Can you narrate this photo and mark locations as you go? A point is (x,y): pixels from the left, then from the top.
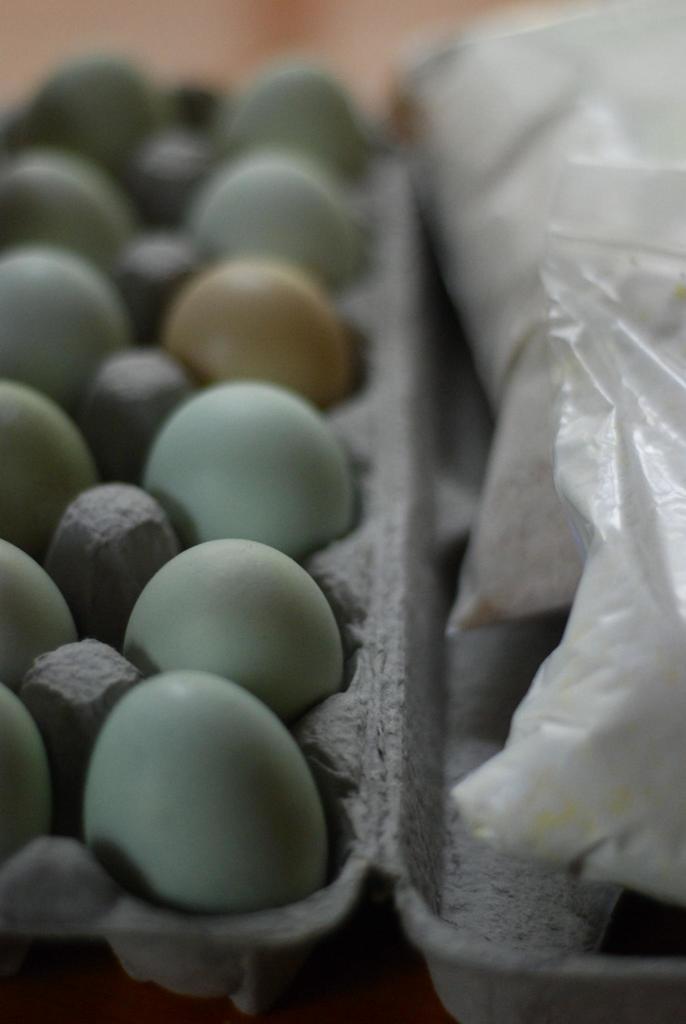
In this cardboard (561,911) there are eggs (236,498) and food packets (593,352). Background it is blur.
